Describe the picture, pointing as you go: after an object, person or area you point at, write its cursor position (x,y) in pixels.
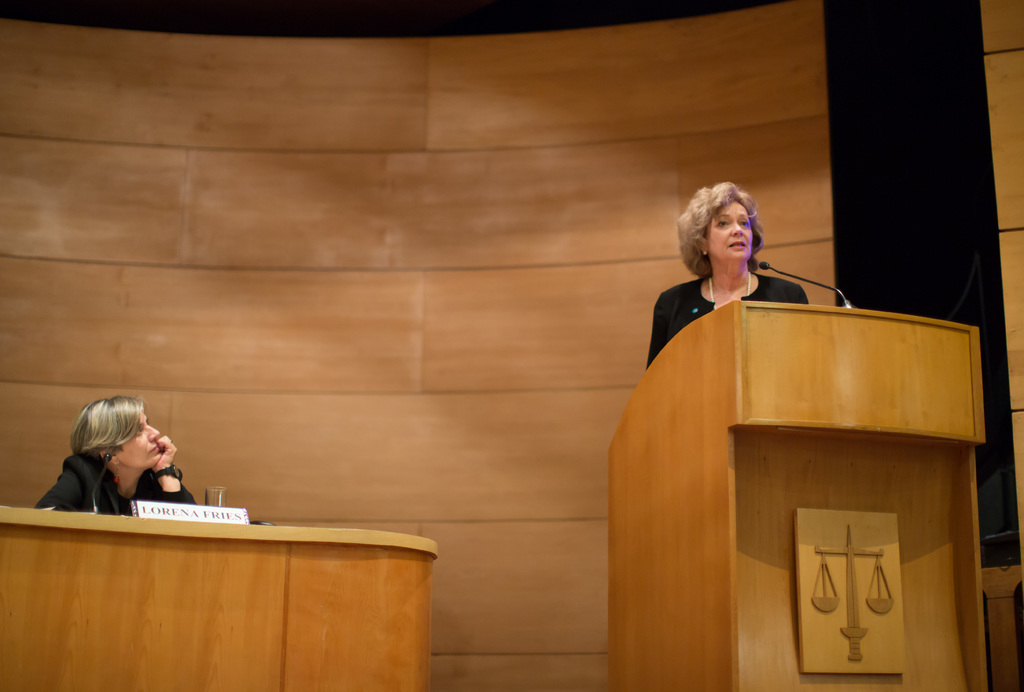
In this picture we can see the woman (702,297) wearing black dress (781,297), standing at the wooden speech desk (754,444) and giving a speech. Behind there is a wooden panel wall (433,235). On the left side (151,446) there is a woman (150,481) sitting and listening to her.
